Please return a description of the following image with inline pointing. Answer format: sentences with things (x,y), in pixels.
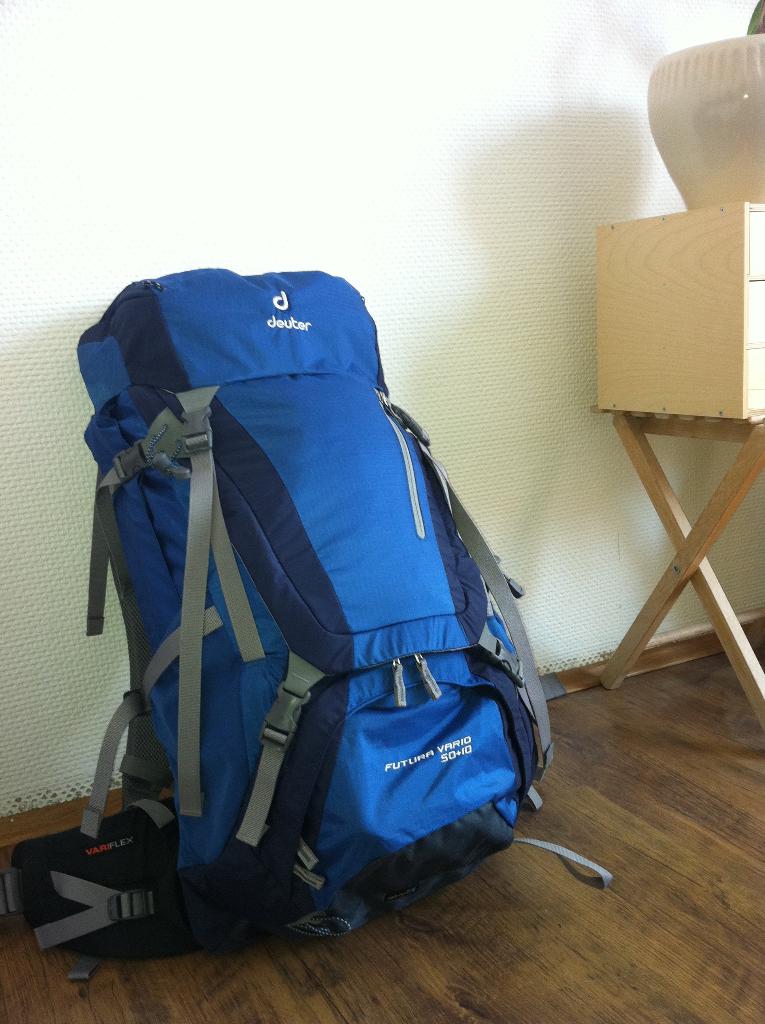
In this image I see a blue colored bag (510,687) which is on the floor (635,697) and there is a table (631,647) over here and there is a thing (753,197) on it. In the background (623,8) I see the wall (10,253).
